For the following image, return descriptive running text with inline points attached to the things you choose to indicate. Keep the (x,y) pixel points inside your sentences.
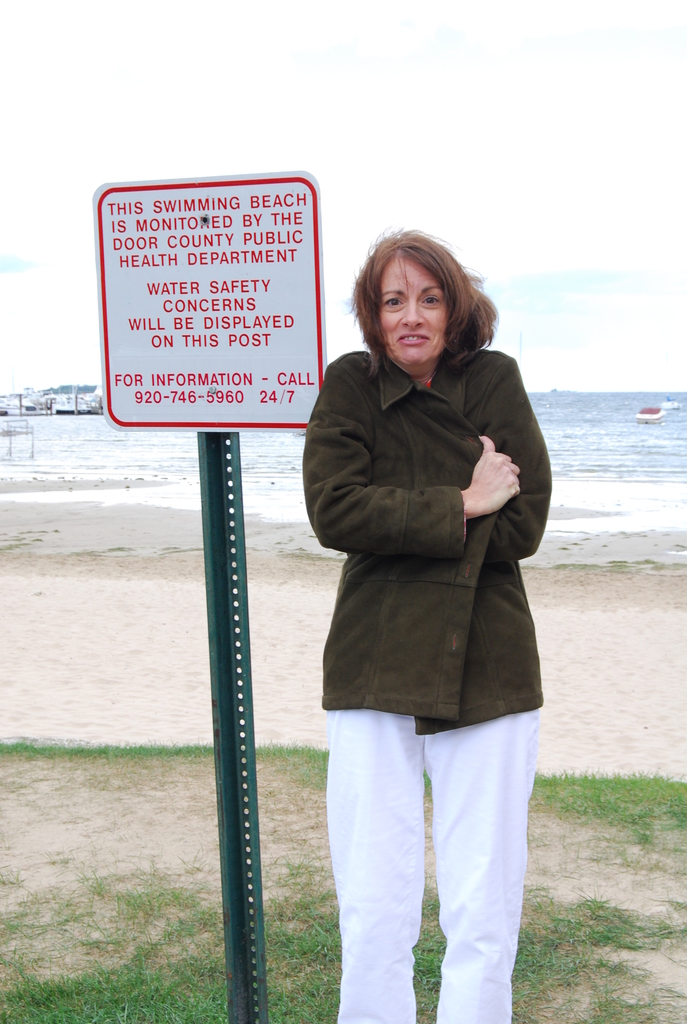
In front of the picture, we see a woman (398,581) who is wearing a jacket (443,654) is standing. She is smiling and she might be posing for the photo. Beside her, we see a pole (235,830) and a board (250,426) in white color with some text (261,320) written on it. At the bottom (183,998), we see the grass (185,970) and the soil (128,771). In the background (97,460), we see the boats (45,413) sailing on the water (627,442). This water (616,432) might be in the sea (588,476). At the top (388,175), we see the sky (495,196).
